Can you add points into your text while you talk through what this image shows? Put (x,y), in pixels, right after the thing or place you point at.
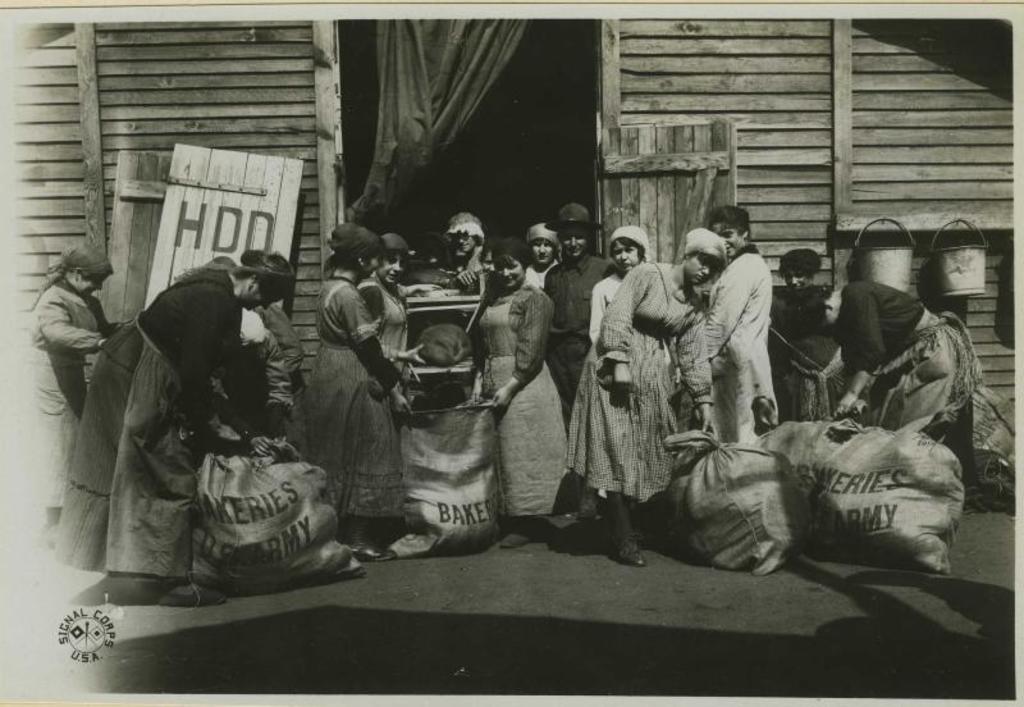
In this image, we can see some people (689,367) standing and there is a wooden house (334,64), at the middle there is a door (358,138) to enter into the house (306,129), at the right side (875,273) there are some buckets (965,273) hanging.
